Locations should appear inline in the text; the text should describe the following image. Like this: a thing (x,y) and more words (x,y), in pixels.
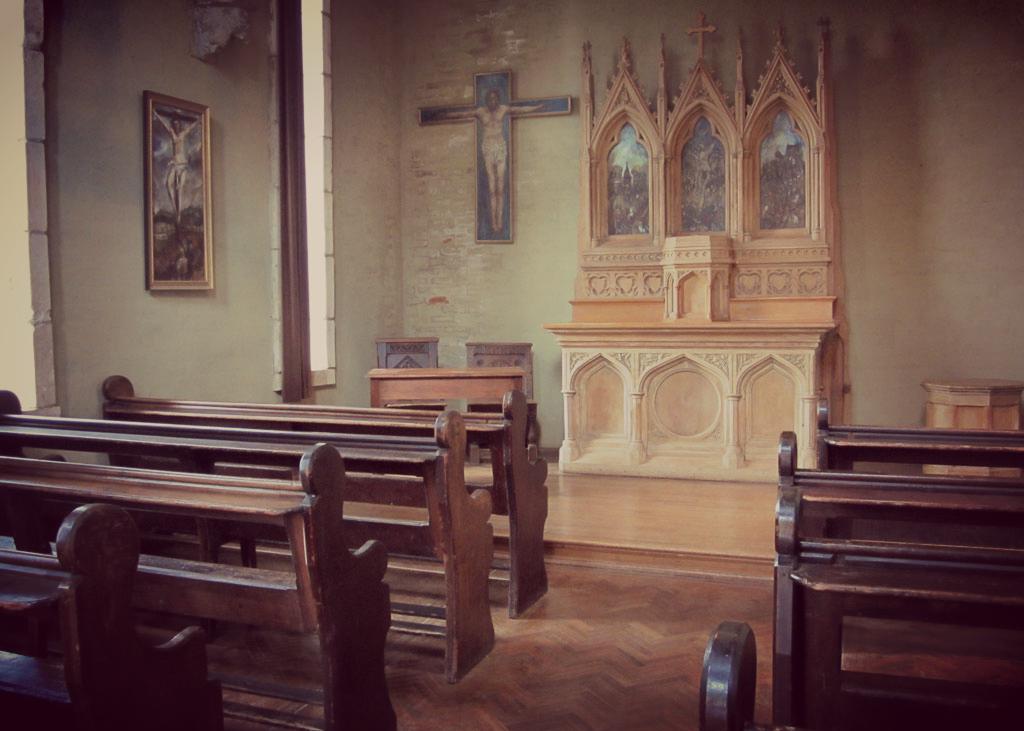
This picture is inside the Church (702,74) where we can see the wooden benches (466,460), photo frame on the wall (269,313) and cross symbol (489,74) attached to the wall (902,103).
